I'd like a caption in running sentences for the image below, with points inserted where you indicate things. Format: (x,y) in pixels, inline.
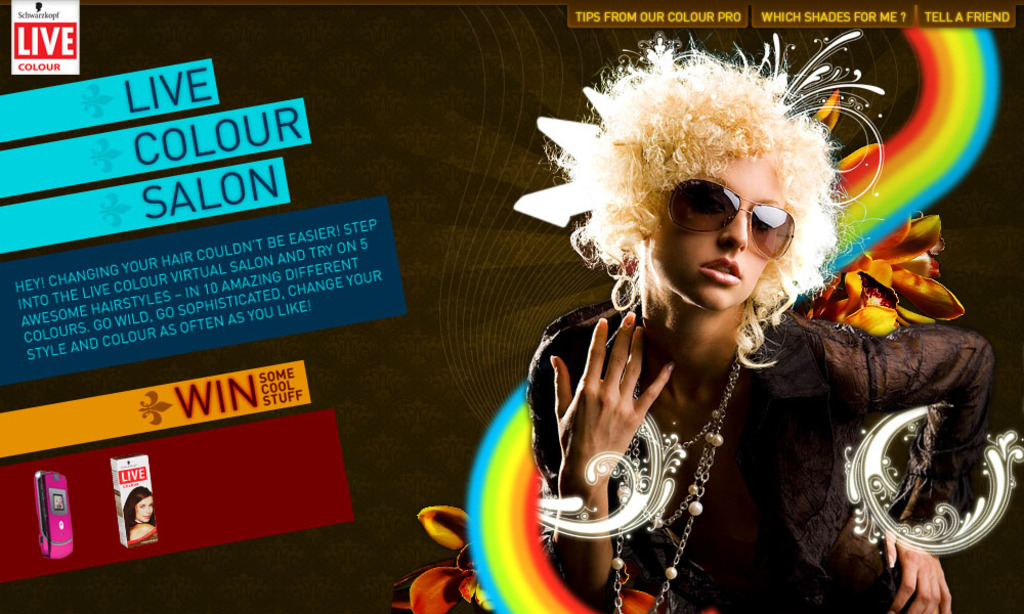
In this edited image, we can see a person (715,147) and some text (257,184). This person (709,204) is wearing clothes (827,381) and sunglasses (783,250).
